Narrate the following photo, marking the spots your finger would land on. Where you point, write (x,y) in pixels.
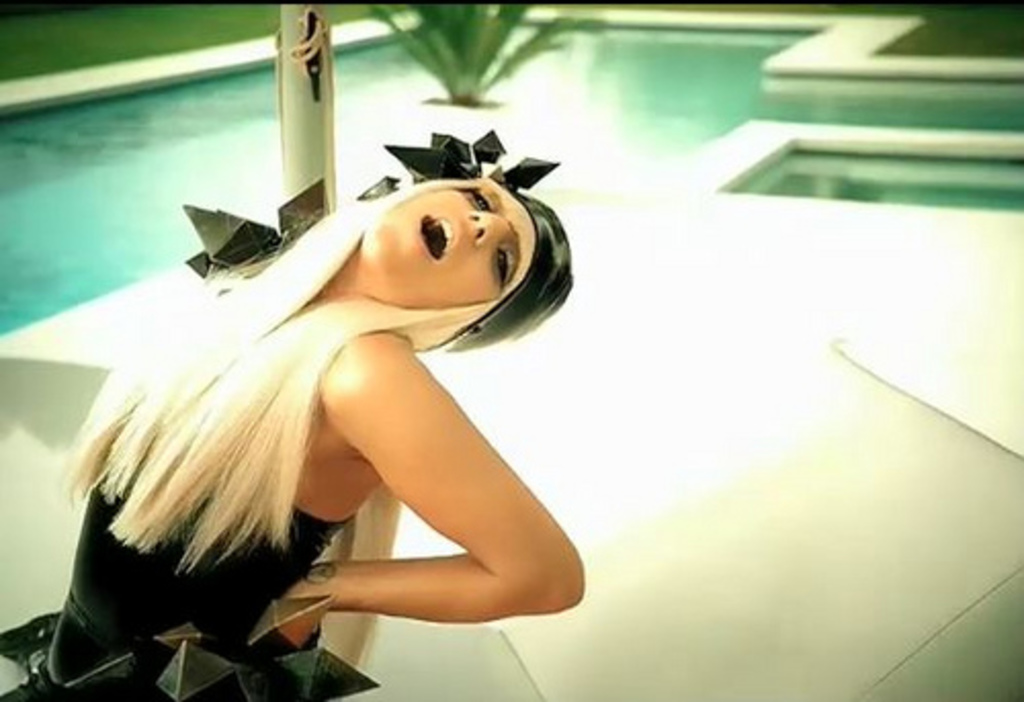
In this image there is a girl (209,476) leaning on the pole (302,107). In the background (130,108) there is a swimming pool (113,170) which has water (100,154) in it and there is a flower pot (464,81) beside the swimming pool (572,89).
